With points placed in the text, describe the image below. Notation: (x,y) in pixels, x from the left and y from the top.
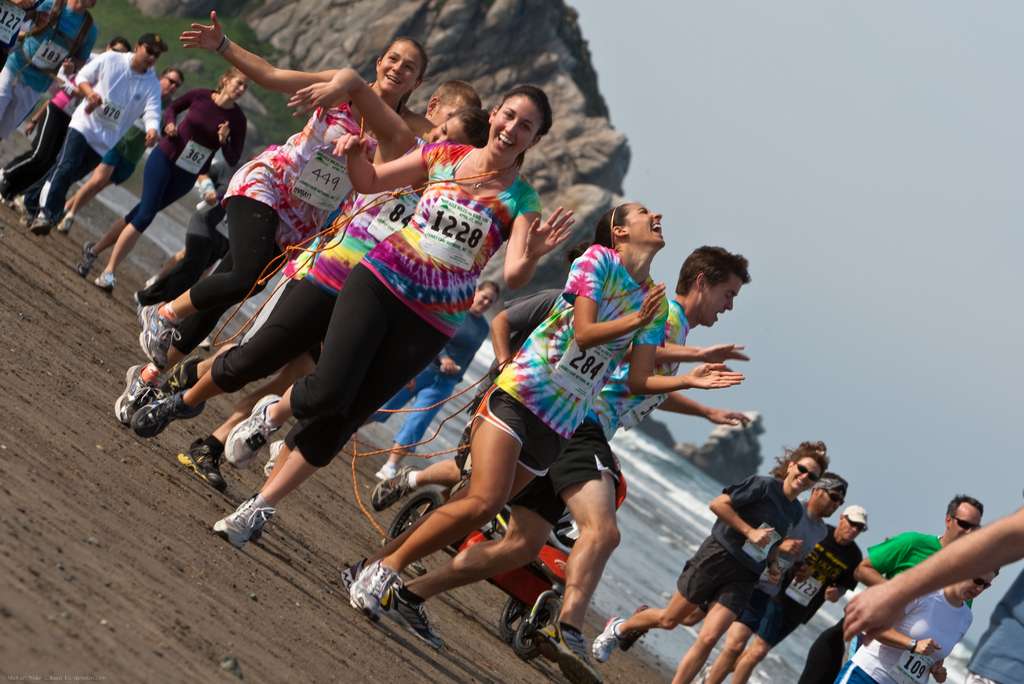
In this image we can see persons (484,486) running on the ground (316,568). In the background (716,452) we can see hill (472,79), rock (707,462), water (667,496), sky (943,313) and grass (149,29).
